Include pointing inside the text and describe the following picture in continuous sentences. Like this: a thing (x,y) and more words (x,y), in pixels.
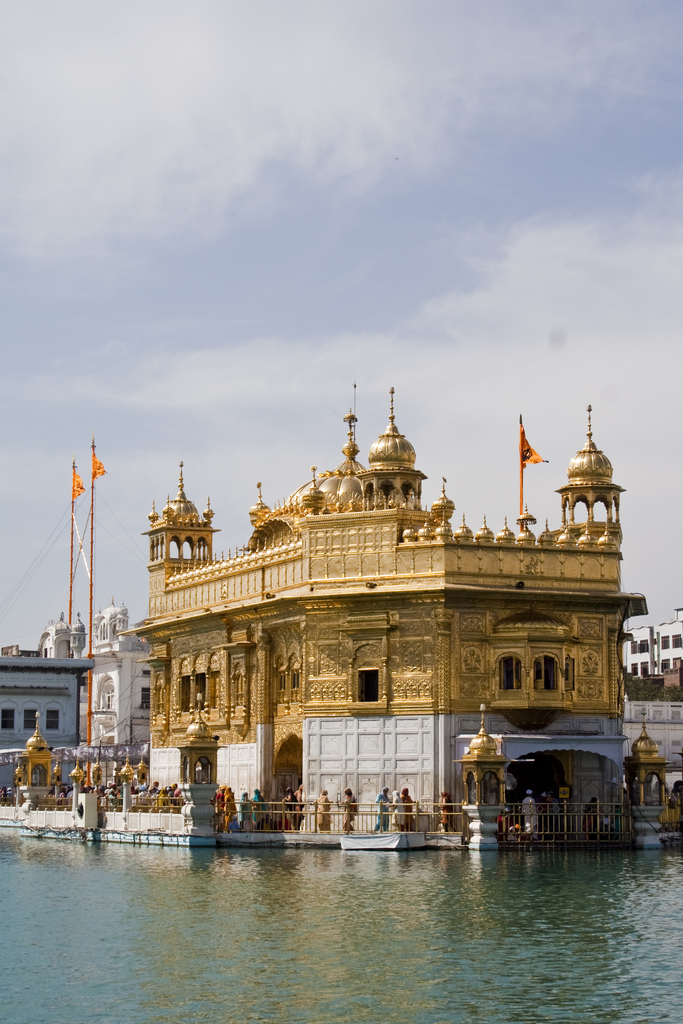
In this image I can see water (358,1009) in the front (457,901). In the background (268,766) I can see the Golden Temple (259,573), few poles (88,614), few flags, few buildings (680,647), number of people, cloud (14,113) and the sky (375,212).
